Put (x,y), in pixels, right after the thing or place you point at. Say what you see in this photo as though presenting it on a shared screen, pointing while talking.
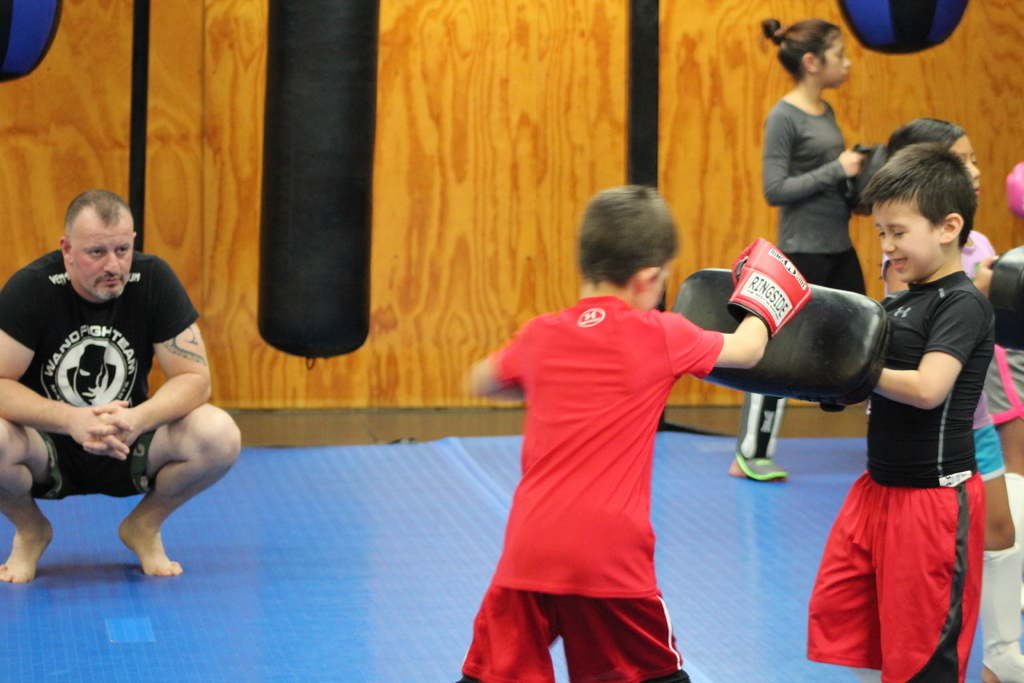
As we can see in the image there are few people (854,549) here and there and there is a wall (311,379).
